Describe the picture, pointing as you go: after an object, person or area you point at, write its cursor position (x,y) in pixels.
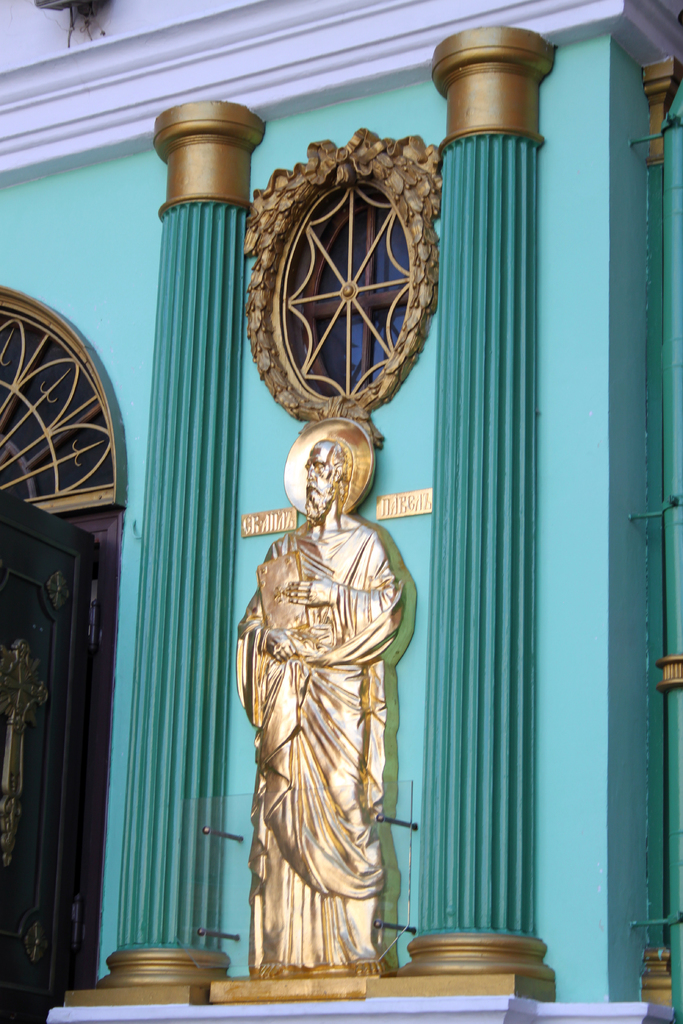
This is the picture of an object (308,185). In this image there is a statue (289,820) of a person (278,821) and there is a text (378,508) on the wall (253,507) and there are two pillars (184,671). On the left side of the image (96,607) there is a door (21,802). At the top (330,273) there is an object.
